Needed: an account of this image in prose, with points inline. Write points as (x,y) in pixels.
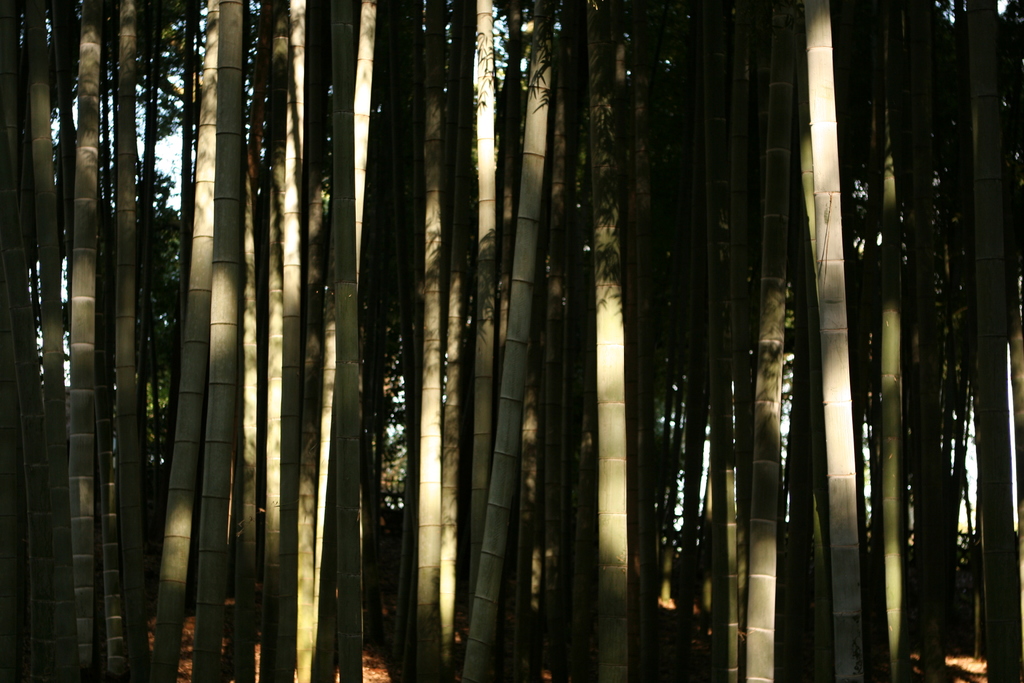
In this image I can see many sticks (430,390) of the trees (648,172). In the back (165,293) I can see the trees (151,301) and the sky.
